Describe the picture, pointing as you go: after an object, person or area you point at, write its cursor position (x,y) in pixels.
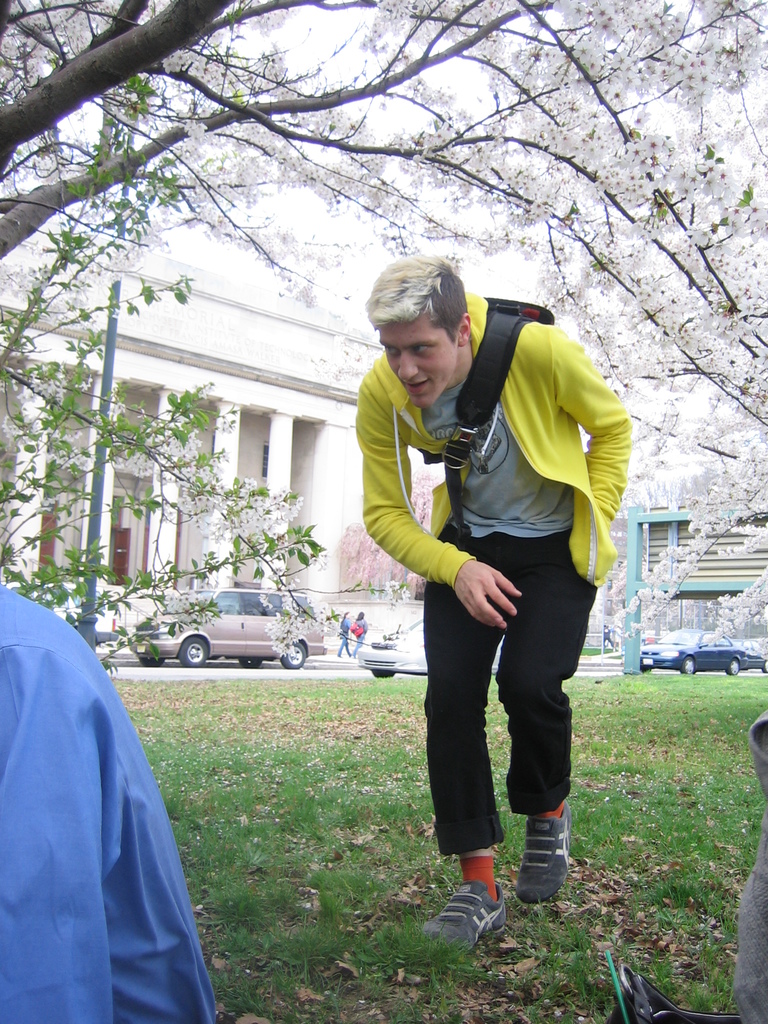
In this picture we can see few trees (246,247), flowers (192,153) and few people (441,604), in the middle of the image (461,545) we can see a man (442,530), he is carrying a bag (458,458), in the background (139,649) we can find few vehicles (139,649), a pole (85,632) and a building (284,334).
